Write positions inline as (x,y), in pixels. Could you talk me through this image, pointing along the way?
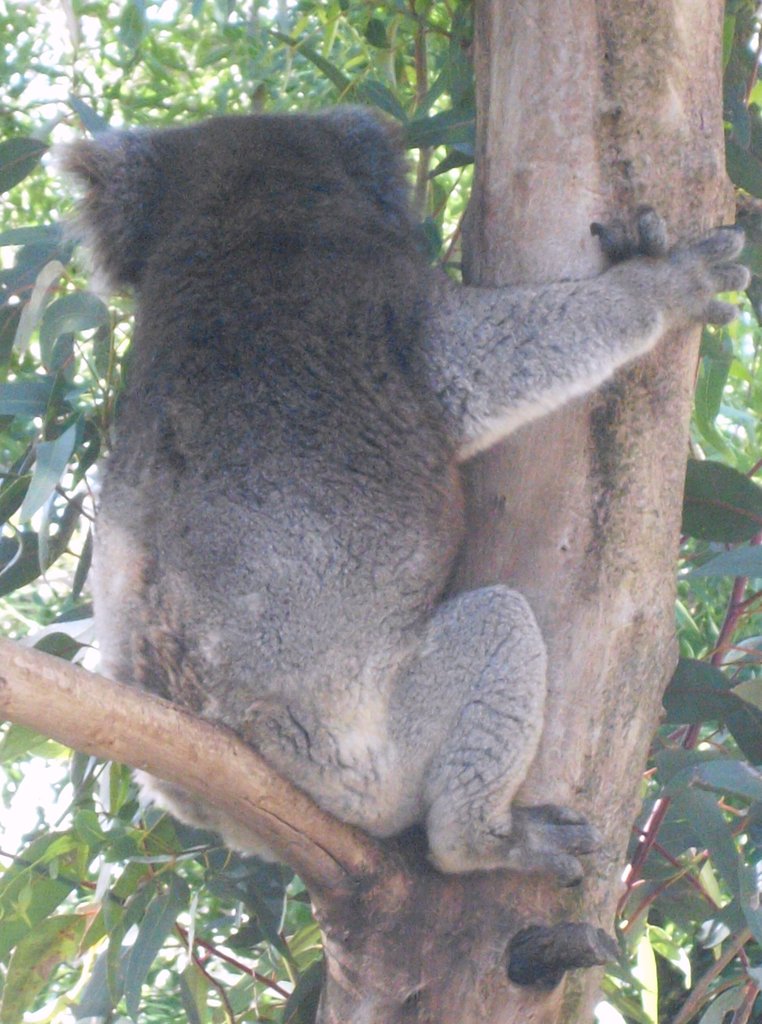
In this image there is one animal (360,454) on a tree (670,219), and there is one tree (540,211).
